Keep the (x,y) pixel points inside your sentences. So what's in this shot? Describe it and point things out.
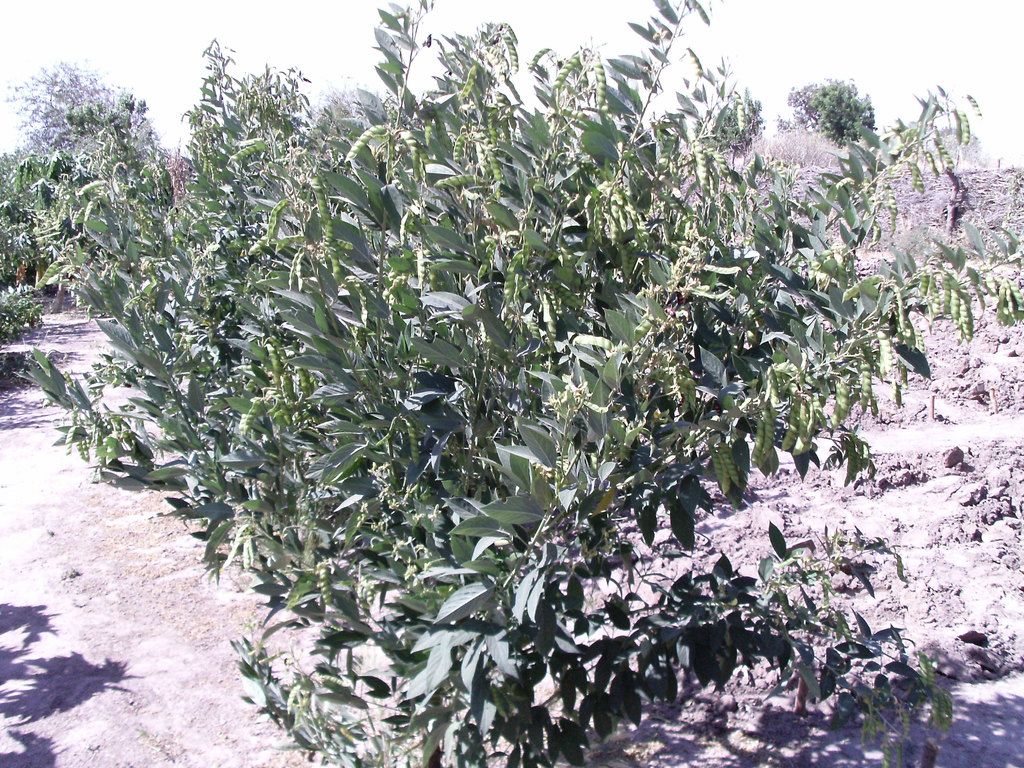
This image is taken outdoors. At the bottom of the image (97,661) there is a ground (25,529). In the middle of the image (399,390) there are a few trees (912,169) with green leaves (549,498), stems (559,472) and branches (166,264).
